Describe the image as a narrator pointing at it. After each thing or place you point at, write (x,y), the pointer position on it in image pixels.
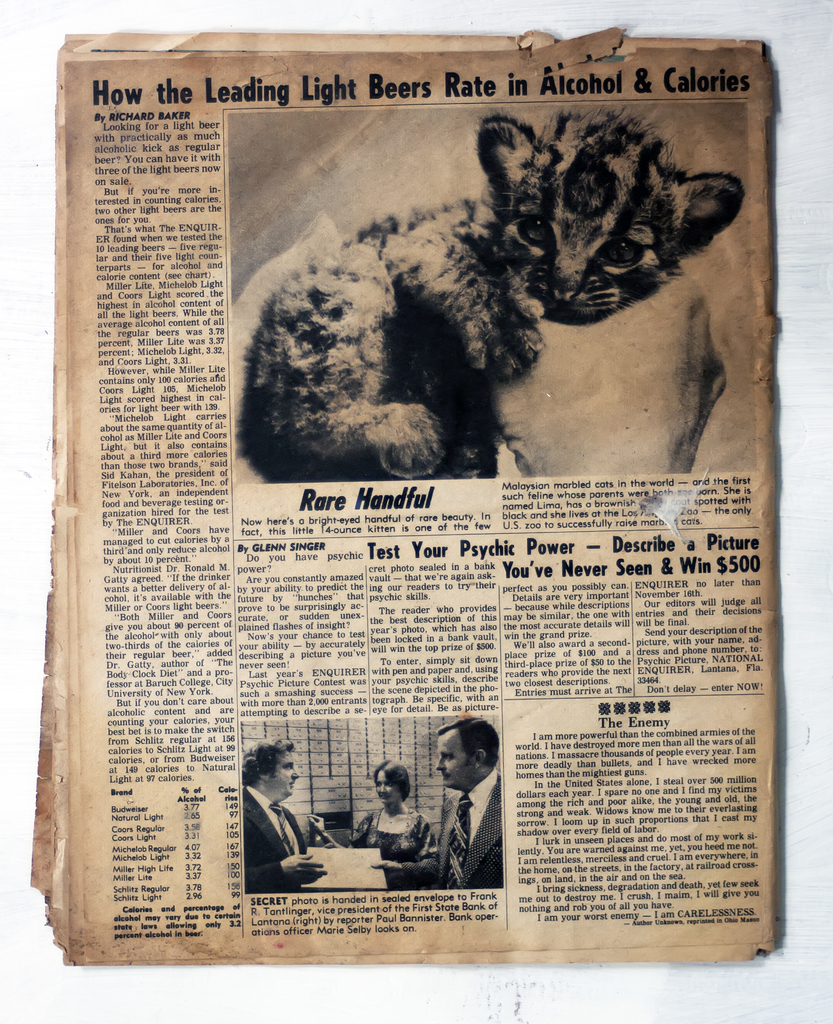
In this image we can see a picture of a newspaper (391,237) with text (518,636) and an image of a person hand (598,400) holding a cat (599,169) and at the bottom (363,815) there is a picture of three people (405,820).
